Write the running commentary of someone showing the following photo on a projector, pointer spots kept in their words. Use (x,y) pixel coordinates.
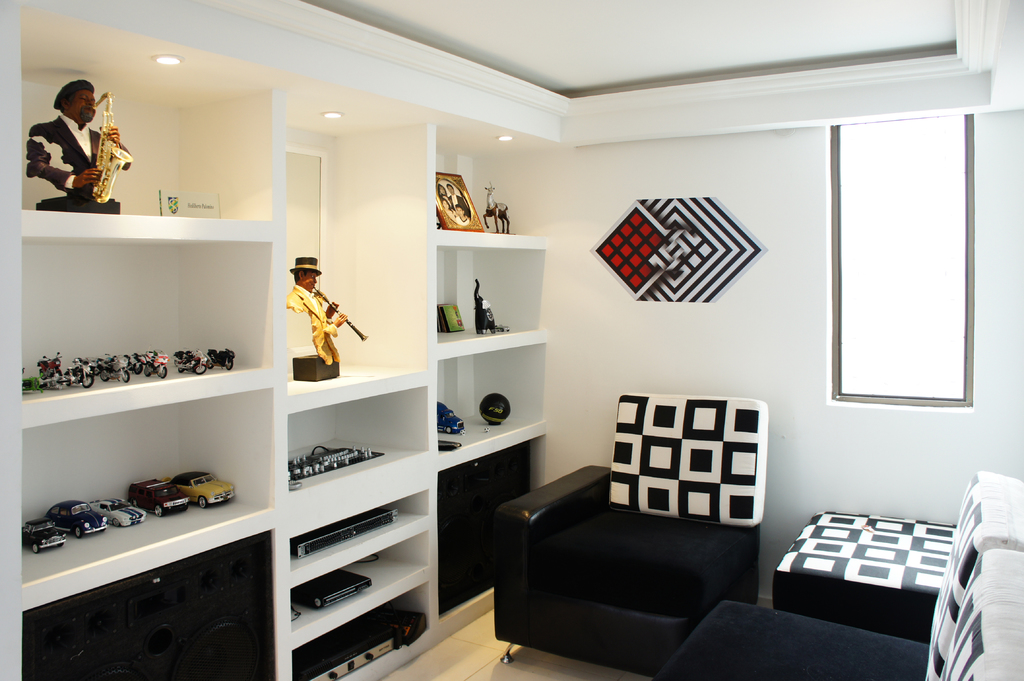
This picture describes about interior of the room (553,333), in this we can find sofas (675,600), and also we can see few toys (58,505) and a frame (446,198) in the racks (375,245).
